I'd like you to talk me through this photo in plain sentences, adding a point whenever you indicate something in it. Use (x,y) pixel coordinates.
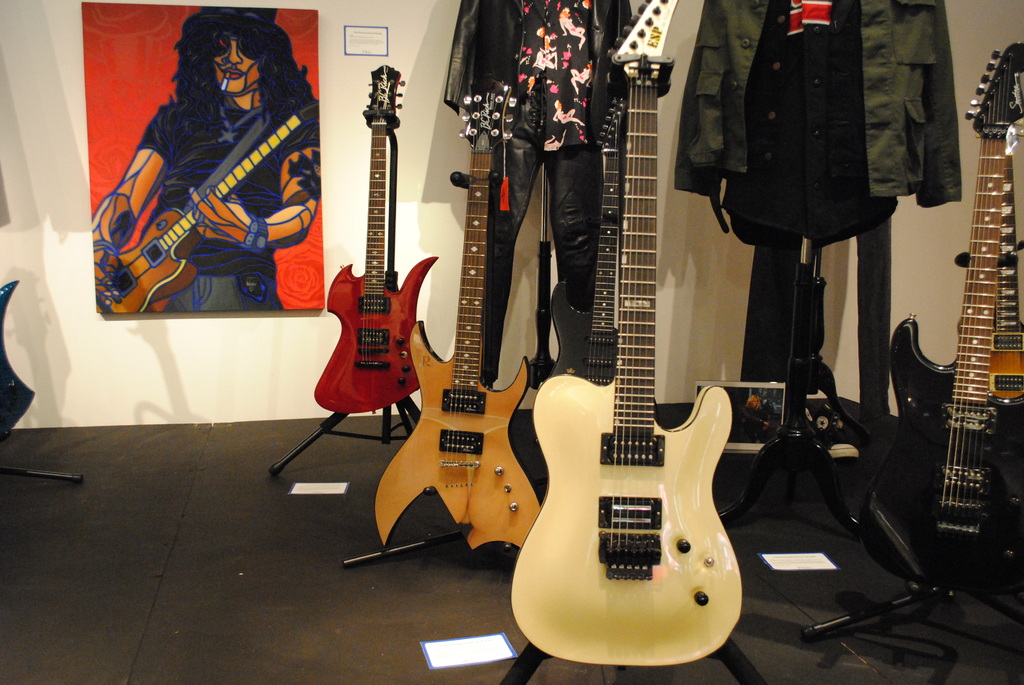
This image contains several guitars (1006,108) and a stand (786,470) where shirt (703,187) is hanged to it. At left side (243,208) there is a picture (225,45) of a person (239,270) holding a guitar (172,217).
